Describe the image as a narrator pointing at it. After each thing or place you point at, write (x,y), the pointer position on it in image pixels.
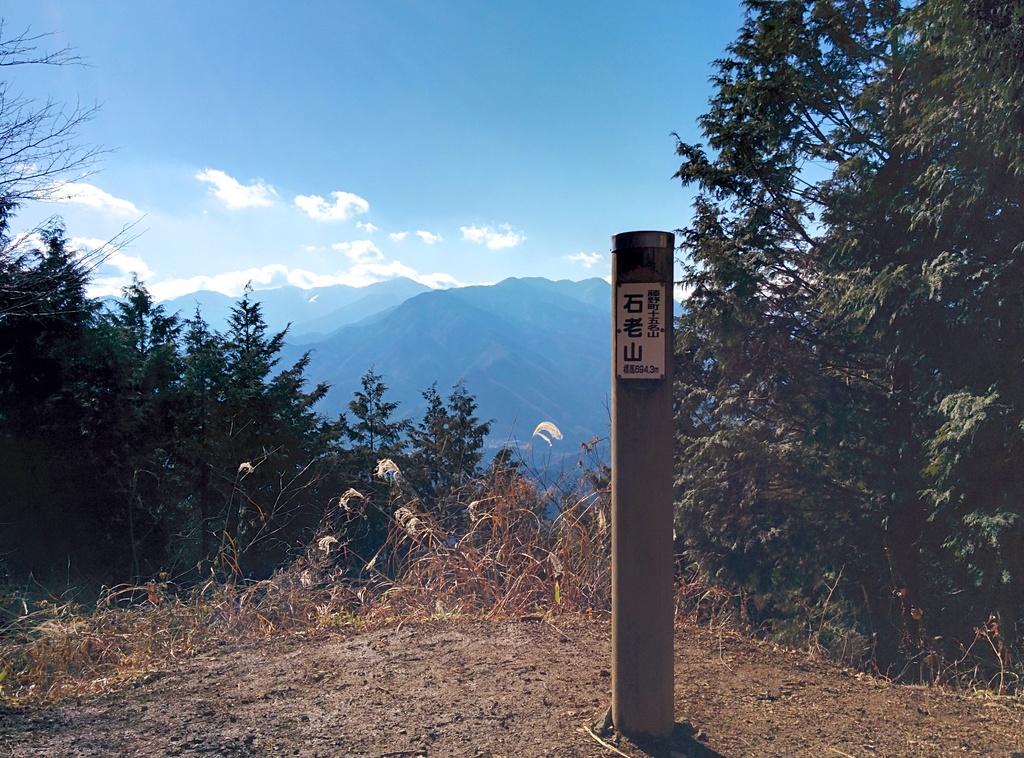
In this picture I can observe a pole (651,588) on the right side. I can observe some trees (825,461) in this picture. In the background (409,322) there are hills (387,307) and some clouds (302,197) in the sky (267,136).
